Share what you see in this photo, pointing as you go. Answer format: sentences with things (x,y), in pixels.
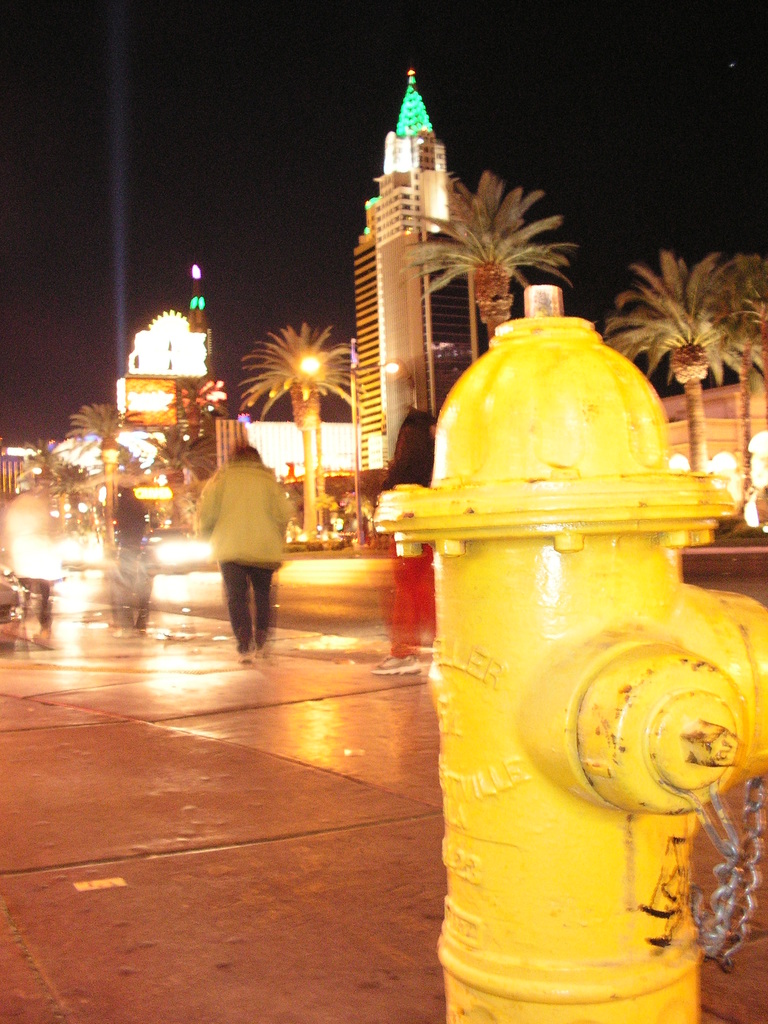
In the foreground (465,584) I can see a fire hydrant (515,890) on the road (269,920). In the background (301,419) I can see a crowd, trees (309,498), buildings (336,425) and light poles (353,396). On the top (253,167) I can see the sky (332,182). This image is taken during night.
